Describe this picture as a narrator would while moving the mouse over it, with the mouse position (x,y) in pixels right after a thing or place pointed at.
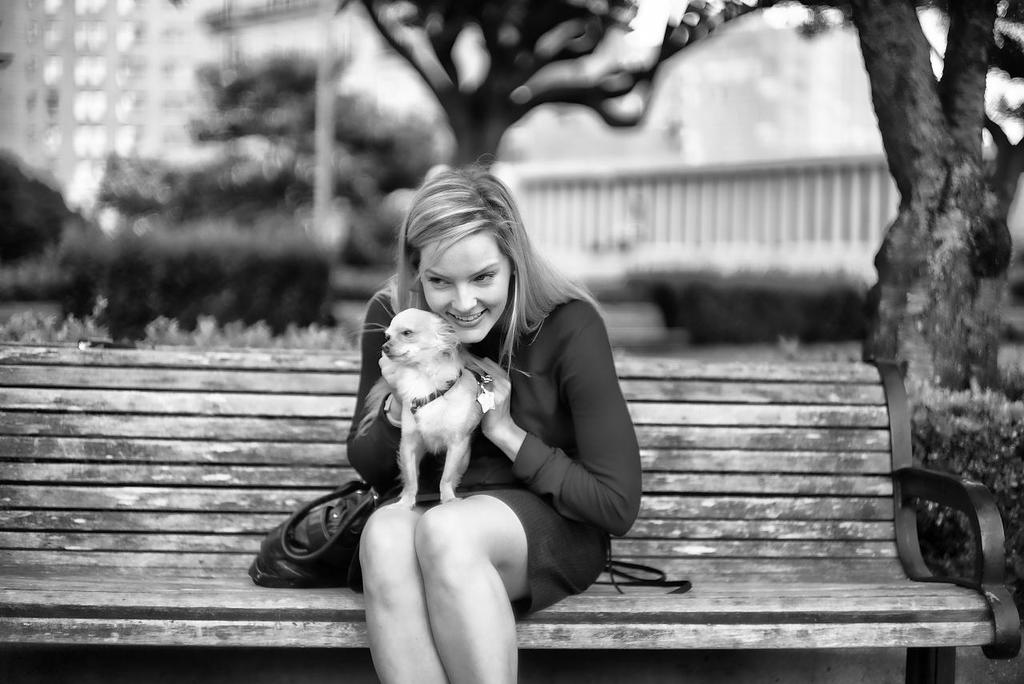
In this image there is a lady person (514,417) wearing black color dress (527,460) sitting on the bench (356,358) catching a puppy (411,472) and at the background of the image (539,108) there are trees (451,95) and buildings (157,90).
